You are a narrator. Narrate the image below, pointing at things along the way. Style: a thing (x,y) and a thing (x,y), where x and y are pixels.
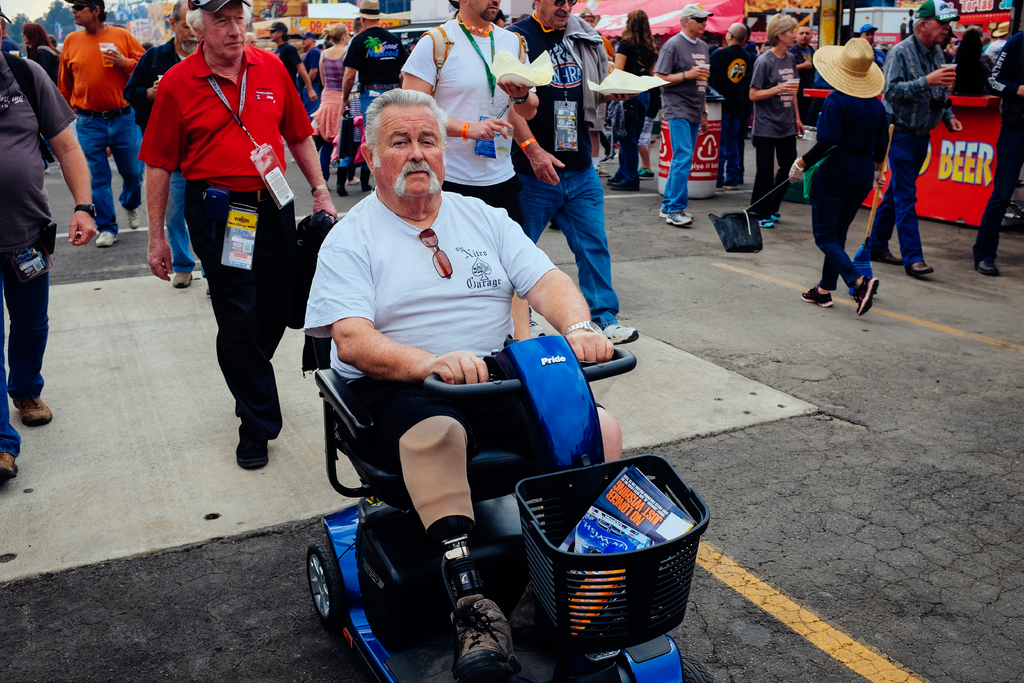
The old man (401,306) in the middle of the picture (345,290) wearing white T-shirt (396,260) is sitting on the bike scooter (519,534). Behind him, we see people (483,101) walking on the road (770,274). On the right corner of the picture (960,191), we see a red color board (948,155) with some text (948,147) written on it. We see a tent (712,6) in red color and we even see a garbage bin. There are many trees (39,18), buildings (292,23) and shops (335,23) in the background (391,1). This picture is clicked outside the city.
